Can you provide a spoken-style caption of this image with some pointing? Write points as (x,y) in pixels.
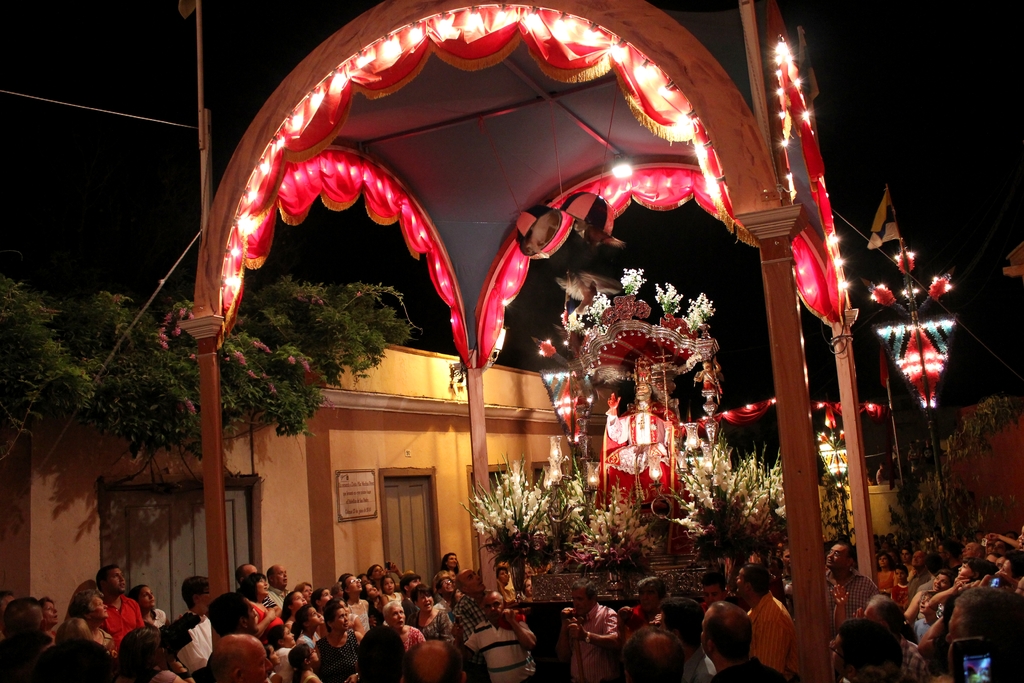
In this image we can see arch (619,15), statue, flowers (548,550), lights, plants (191,389) and we can also see people (494,639) standing and looking towards the statue (627,495).
